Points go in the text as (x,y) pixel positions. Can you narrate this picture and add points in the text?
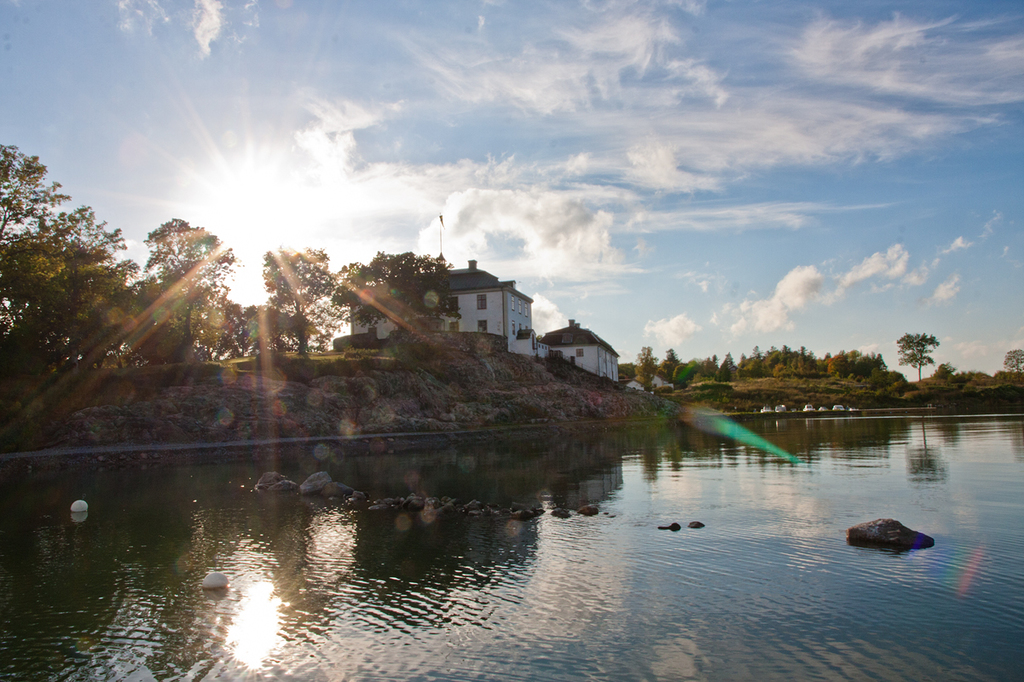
In this image I can see the water (542,573), few rocks (425,513) and few white colored objects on the surface of the water (677,481). In the background (666,373) I can see few buildings (468,318), few trees (215,308), the sky (681,333) and the sun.
